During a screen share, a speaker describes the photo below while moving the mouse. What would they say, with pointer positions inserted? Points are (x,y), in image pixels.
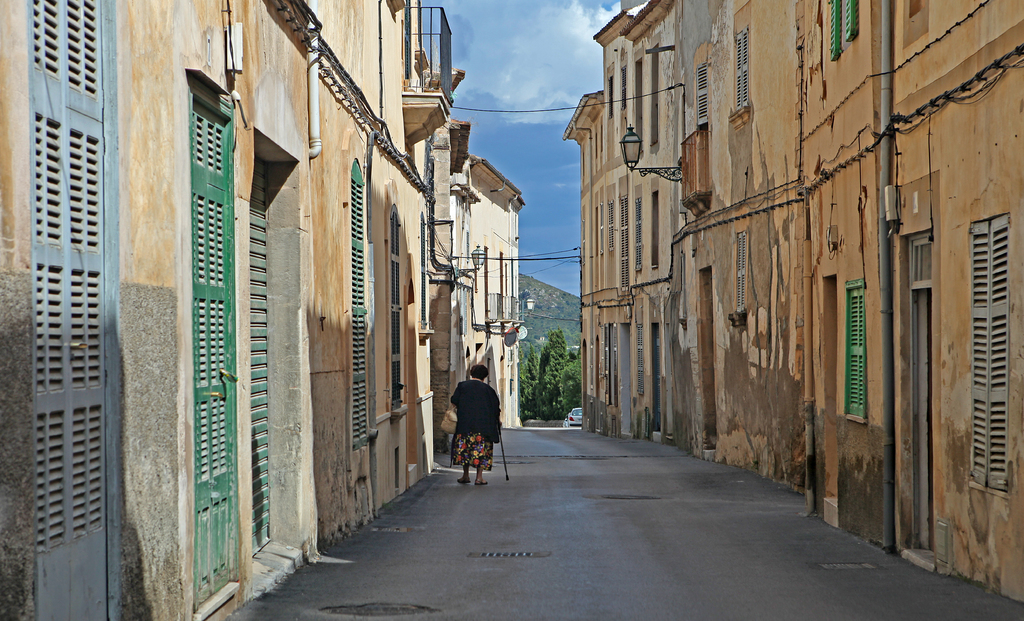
It is a street (539,429) and on the either side of the road (532,613) there are plenty of houses (353,308) and there is a woman (483,469) walking on the road (494,480). She is wearing a bag (451,431) and she is holding a stick (502,448) in her another hand (500,419). In the background (537,289) there is a mountain (538,283) and some trees (533,361).
